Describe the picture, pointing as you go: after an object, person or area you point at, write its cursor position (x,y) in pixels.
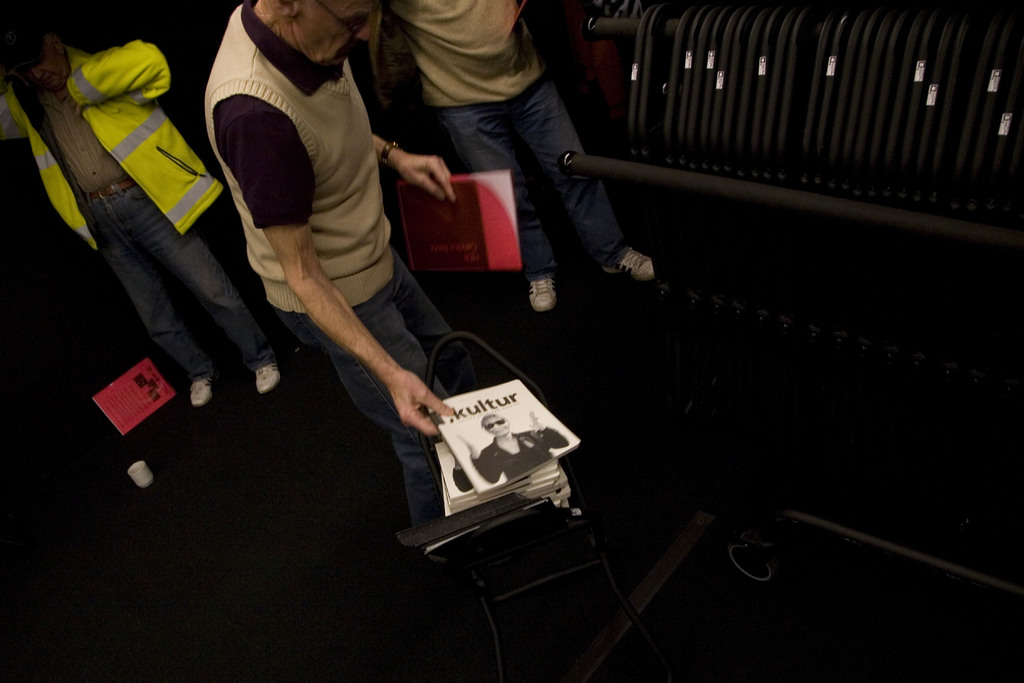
There are three persons (305,196) standing at the top left side of this image (328,223). The person (326,196) standing in the middle (357,259) is holding some books (472,407). There is one book (133,424) and a white color object (137,482) is kept on the floor (146,436) is on the left side of this image (158,424). There is a rack (767,74) of chairs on the right side of this image (820,253).
